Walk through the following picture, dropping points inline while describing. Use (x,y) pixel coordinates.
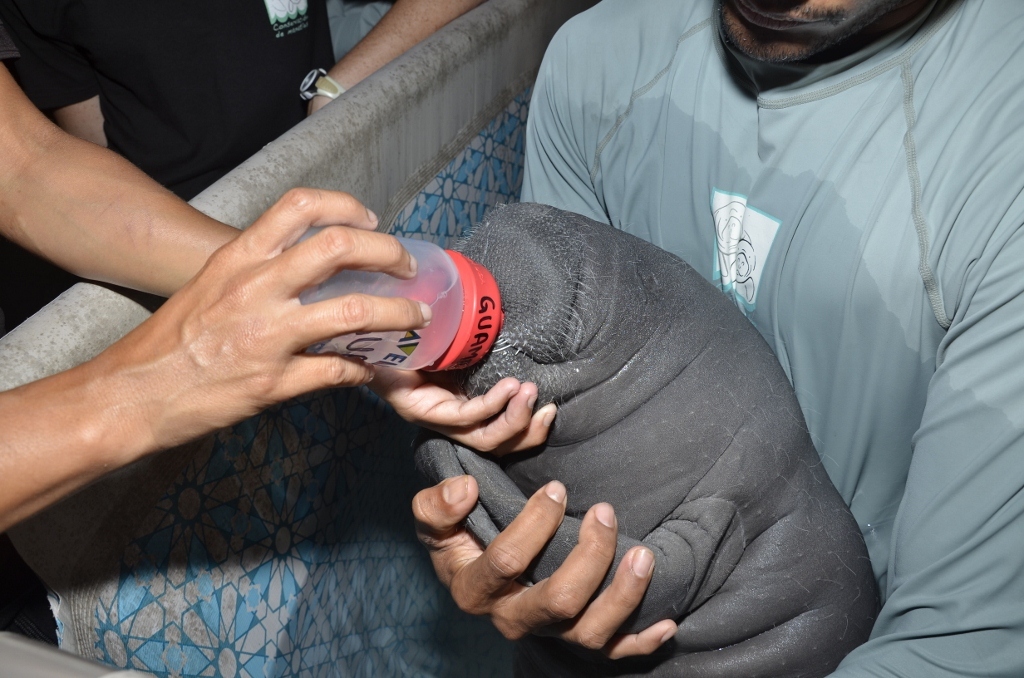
In the image I can see a person (520,426) feeding animal (540,476) with the help of the bottle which is on the lap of another person (964,665), behind the wall (383,95) there is one other person (82,12) standing.
